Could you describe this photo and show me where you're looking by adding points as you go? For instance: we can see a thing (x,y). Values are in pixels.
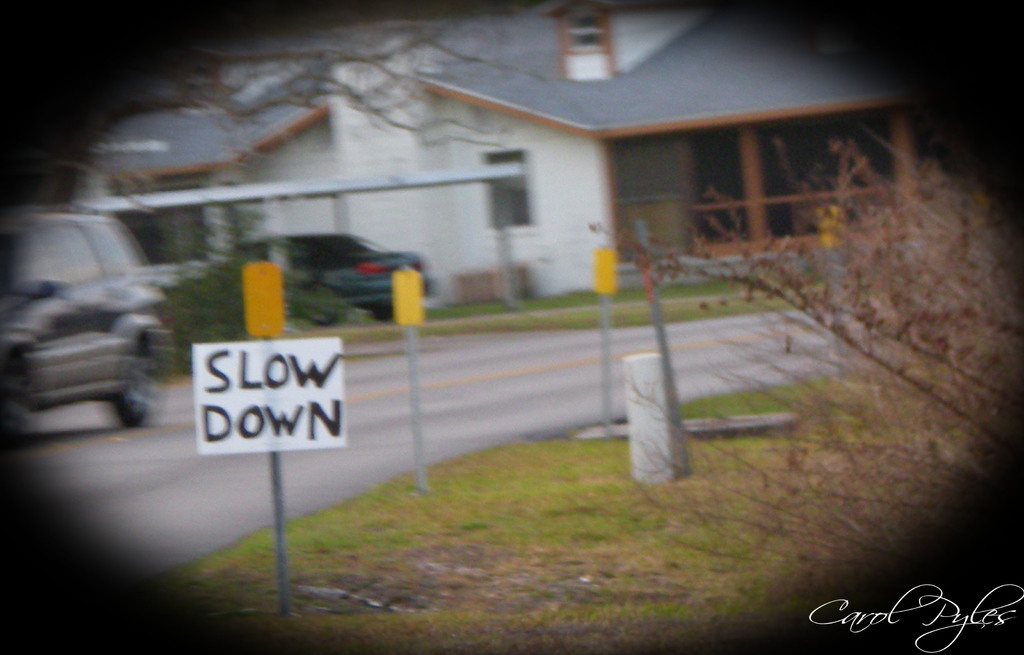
In this image we can see board (242,388), vehicles (61,336), road (356,416), poles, plants (945,311), grass (564,513), trees (937,339) and houses (544,157).
